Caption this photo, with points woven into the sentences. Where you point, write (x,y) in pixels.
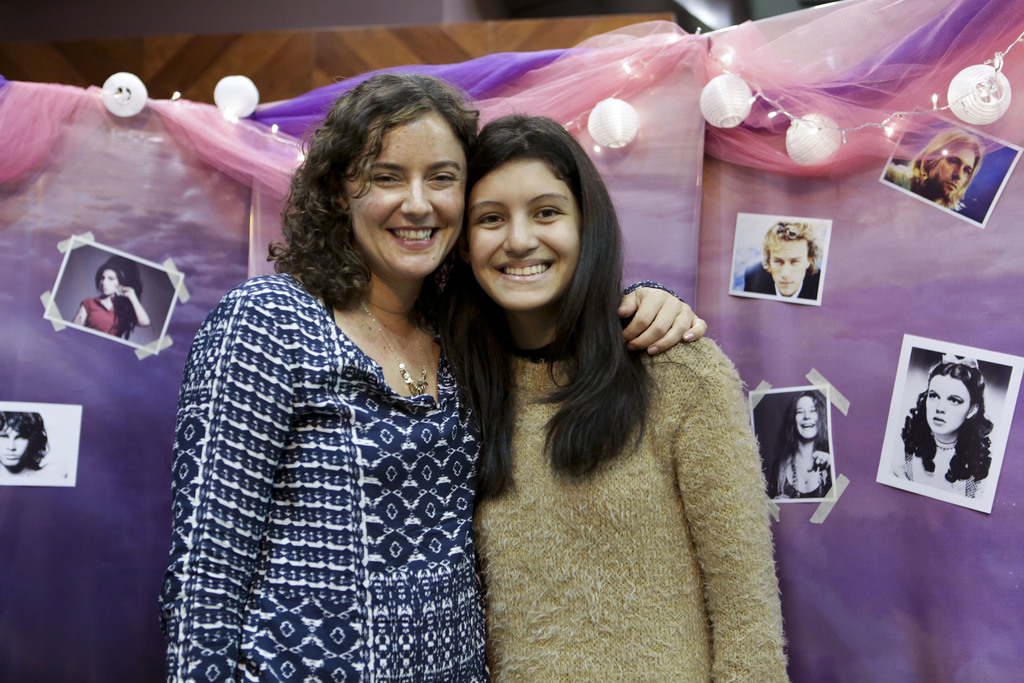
In this picture we can see two women (259,331) smiling and at the back of them we can see the lights (1008,88), photos (69,423) on a cloth (644,175) and some objects (410,59).
